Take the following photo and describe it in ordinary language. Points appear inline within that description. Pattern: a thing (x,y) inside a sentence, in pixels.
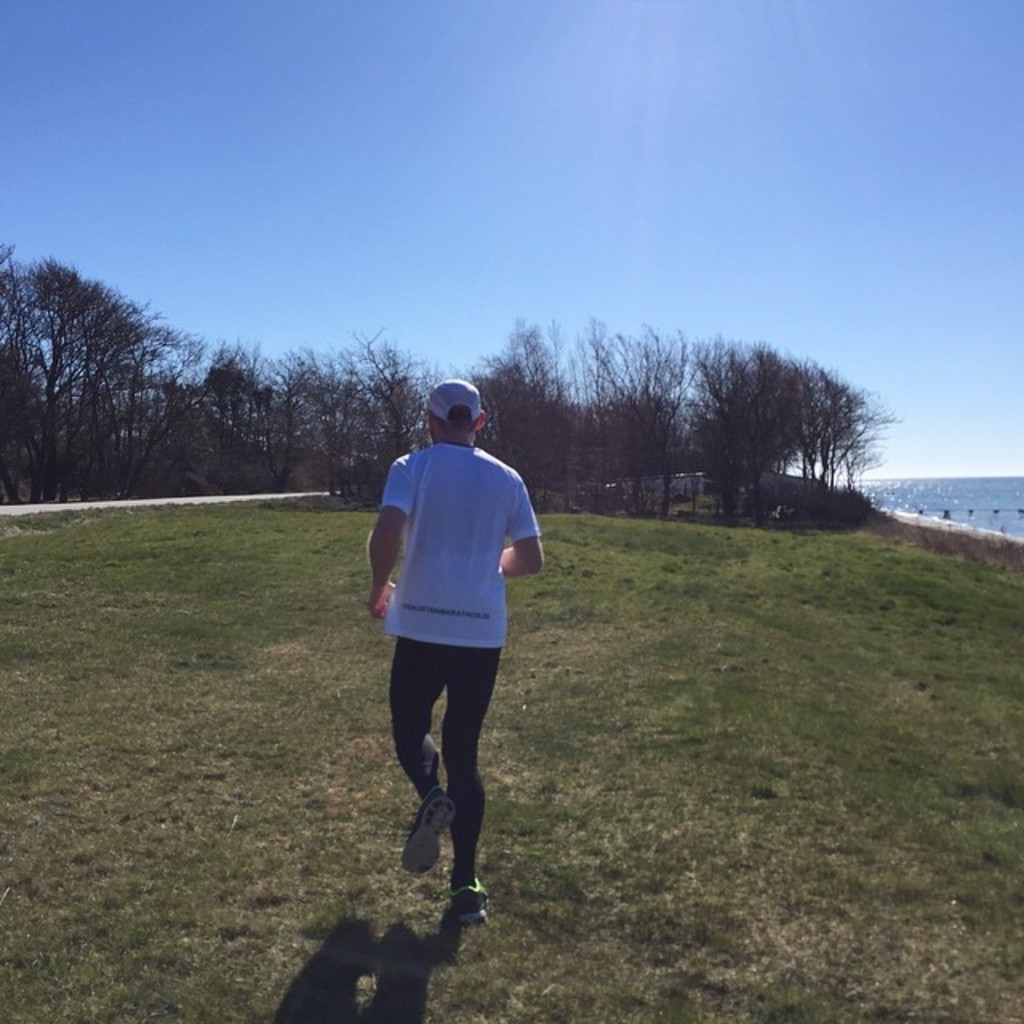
This is an outside view. Here I can see a man (462,571) wearing white color t-shirt (439,538), cap (440,398) on the head (459,420) and running on the ground (372,820). In the background (177,408) there are many trees (649,420) and also I can see few houses (704,477). On the left side (85,504) there is a road (223,500). On the right side (989,510) there is an Ocean (934,488). At the top of the image (546,206) I can see the sky (256,100).
